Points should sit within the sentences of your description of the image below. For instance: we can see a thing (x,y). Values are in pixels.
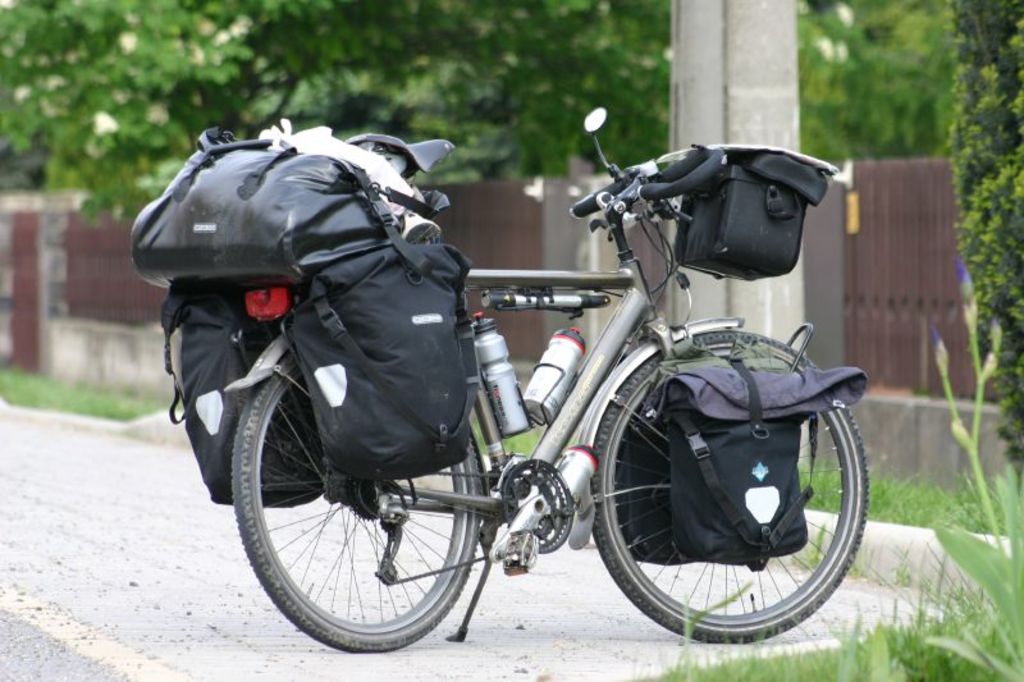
In this image we can see a bicycle (594,436). On the bicycle (524,473) there are some objects (581,466) and luggage (702,351). In the background (878,120) there are trees (878,120).
